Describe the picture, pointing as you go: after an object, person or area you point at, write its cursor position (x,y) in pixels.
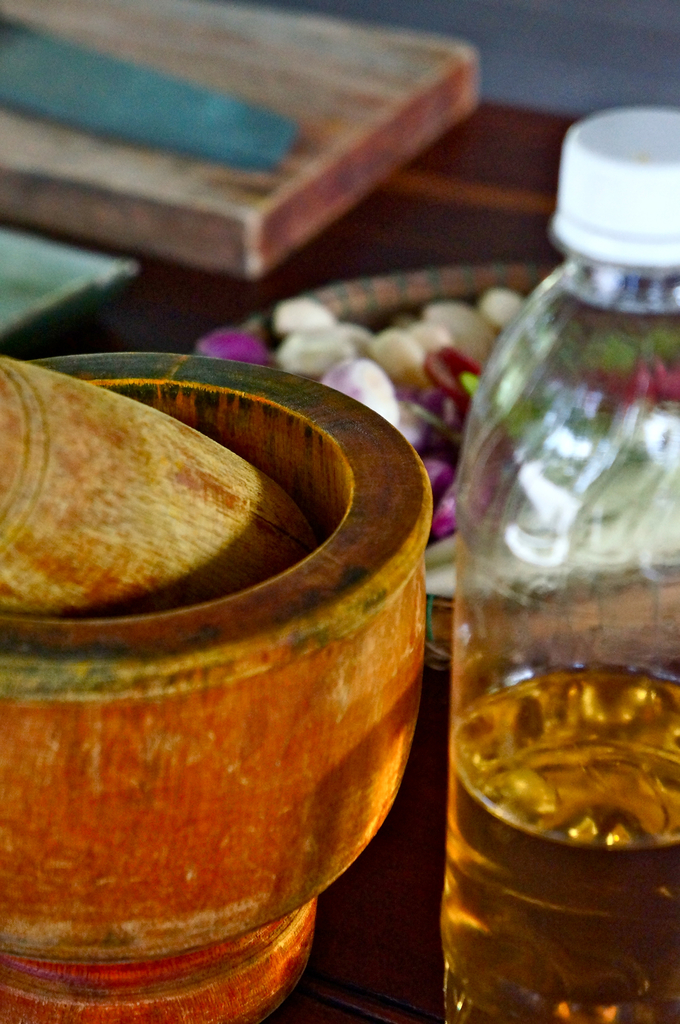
In the image I can see a mortar (392,740) and pestle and a bottle (595,690) in which there is some oil (621,994) and also I can see some other things (293,192) to the side.
